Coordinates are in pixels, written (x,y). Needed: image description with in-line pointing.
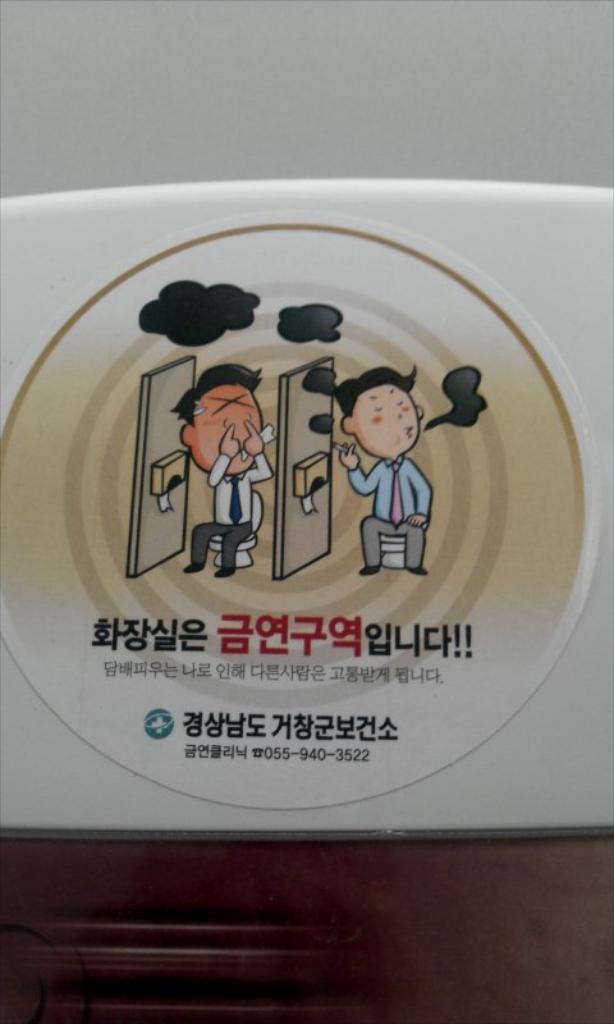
In this picture we can see a sticker (254,406) on a white object (509,785) and on the sticker (439,701) there are two persons (226,464) sitting on toilet seats (220,562).
